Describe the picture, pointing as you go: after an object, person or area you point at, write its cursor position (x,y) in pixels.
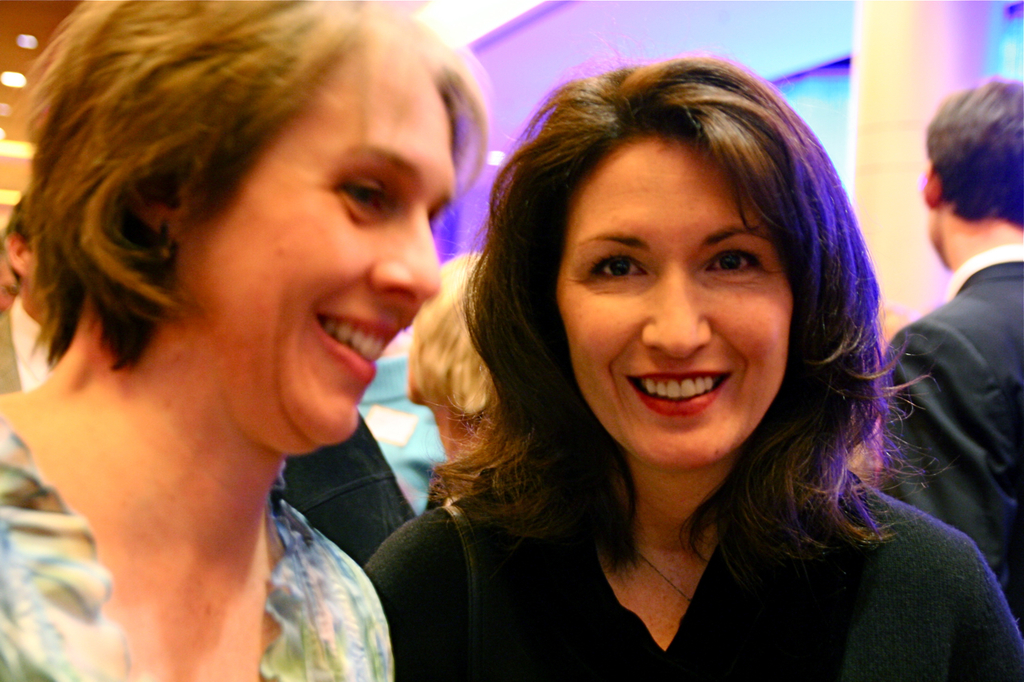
In the picture I can see a woman (352,308) is smiling and is on the left side of the image (158,369) and another woman (695,593) wearing black dress (457,644) is standing on the right side of the image (829,577) and smiling. In the background (1014,409), we can see a few more people (1017,606), we can see the pillars (908,143) and lights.
